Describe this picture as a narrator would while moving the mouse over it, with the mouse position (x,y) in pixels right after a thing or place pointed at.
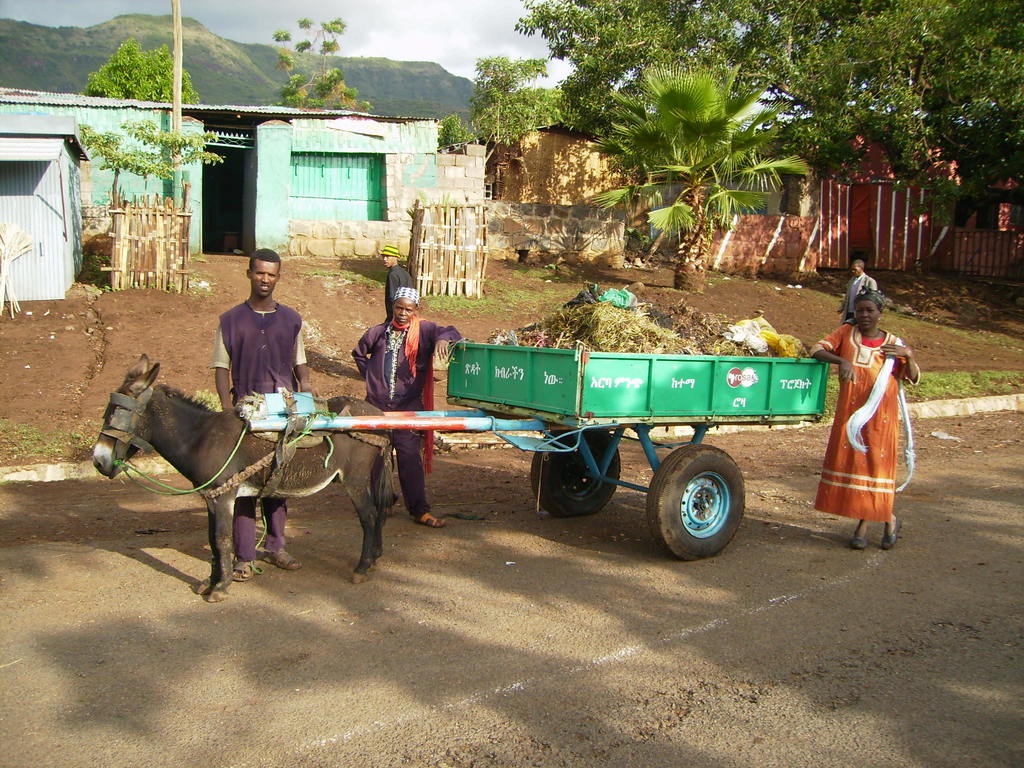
In this picture we can see a donkey (206,429), few people (408,389) and a cart (588,351), we can see garbage (641,326) in the cart (648,370), in the background (508,206) we can find few houses (408,153), trees (303,98) and hills (215,69).
